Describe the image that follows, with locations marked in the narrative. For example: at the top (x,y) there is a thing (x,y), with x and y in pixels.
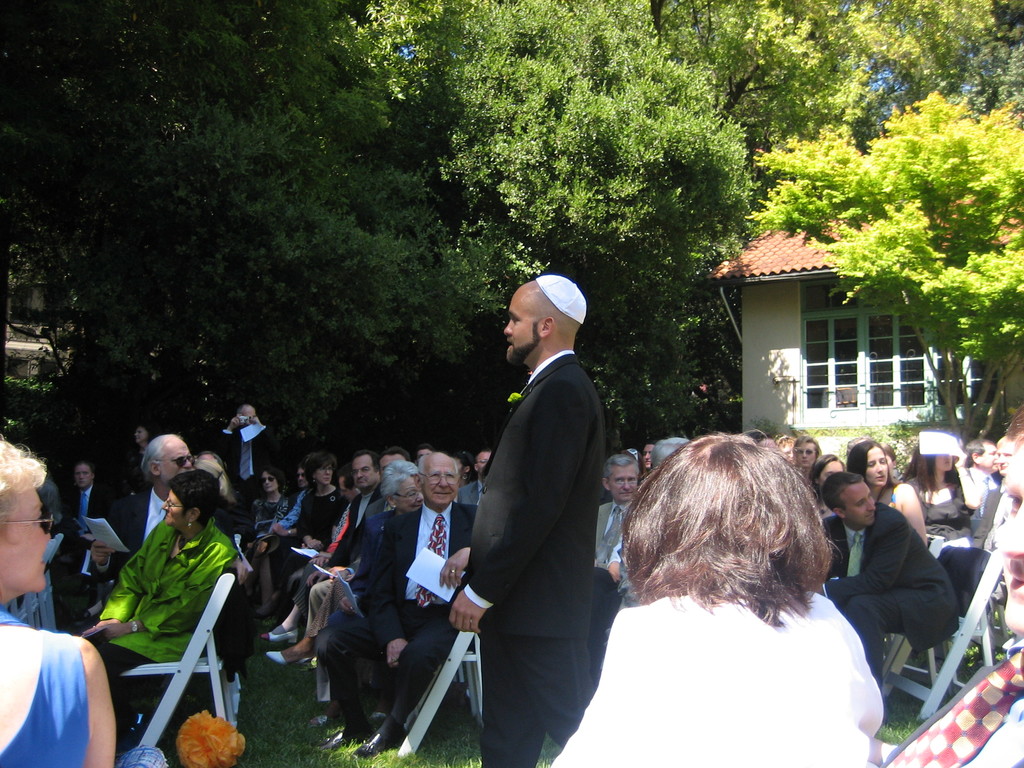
There are people (702,556) sitting on chairs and few people (454,600) standing. We can see grass (257,700). In the background (156,267) we can see house (803,328) and trees (989,108).
